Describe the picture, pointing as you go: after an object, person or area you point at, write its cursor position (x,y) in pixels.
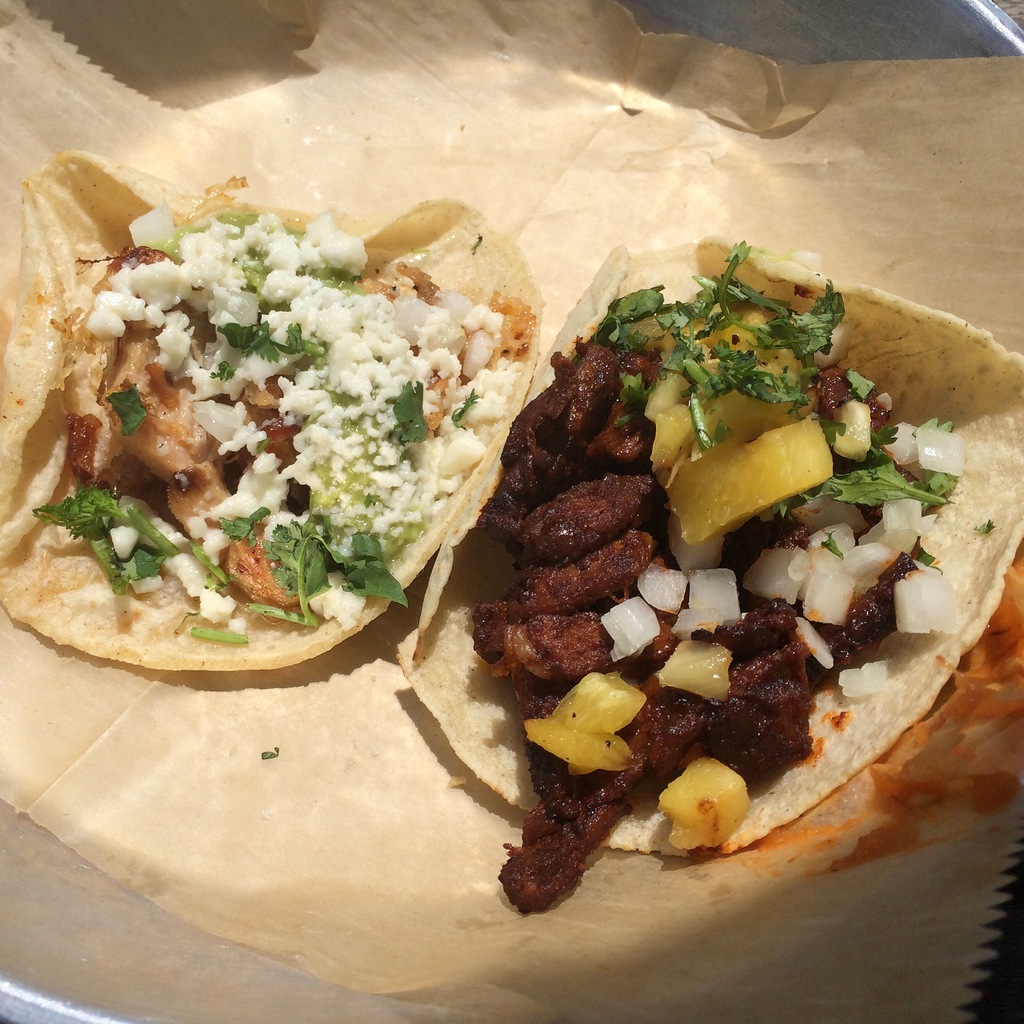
In this image I can see the food (478,558) on the brown color paper (282,816). I can see the food (477,368) is colorful. The brown color paper (363,957) is on the silver color plate (685,18).
